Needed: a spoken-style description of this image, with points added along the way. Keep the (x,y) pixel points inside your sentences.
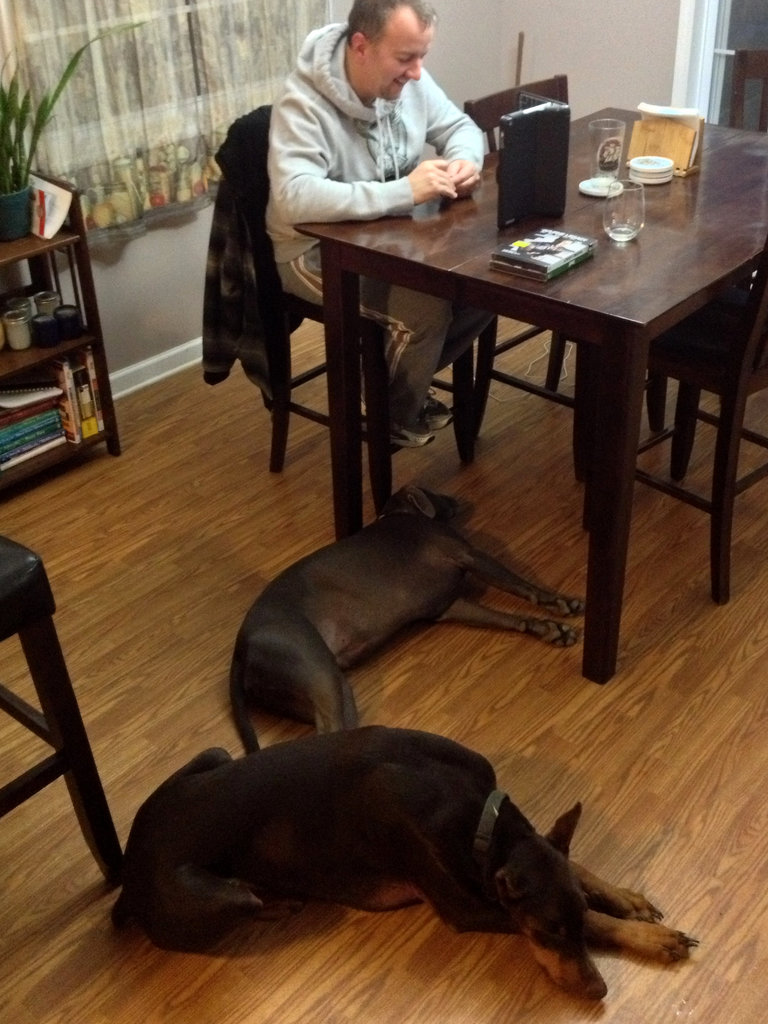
In this Picture we can see a man (357,156) wearing white hoodie (378,156) is sitting on the dining table chair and smiling by seeing in to the tablet (530,197) kept on the table (643,243) and some glasses (625,235) and tissue papers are seen on the top of the wooden table (374,243). Beside can see the wooden shelf table (74,201) on which decorative plant (31,153) and book (29,426) in the shelves (33,435) are seen. And on the bottom (404,777) two black doberman dog (308,778) are lying on the wooden flooring (630,750).
